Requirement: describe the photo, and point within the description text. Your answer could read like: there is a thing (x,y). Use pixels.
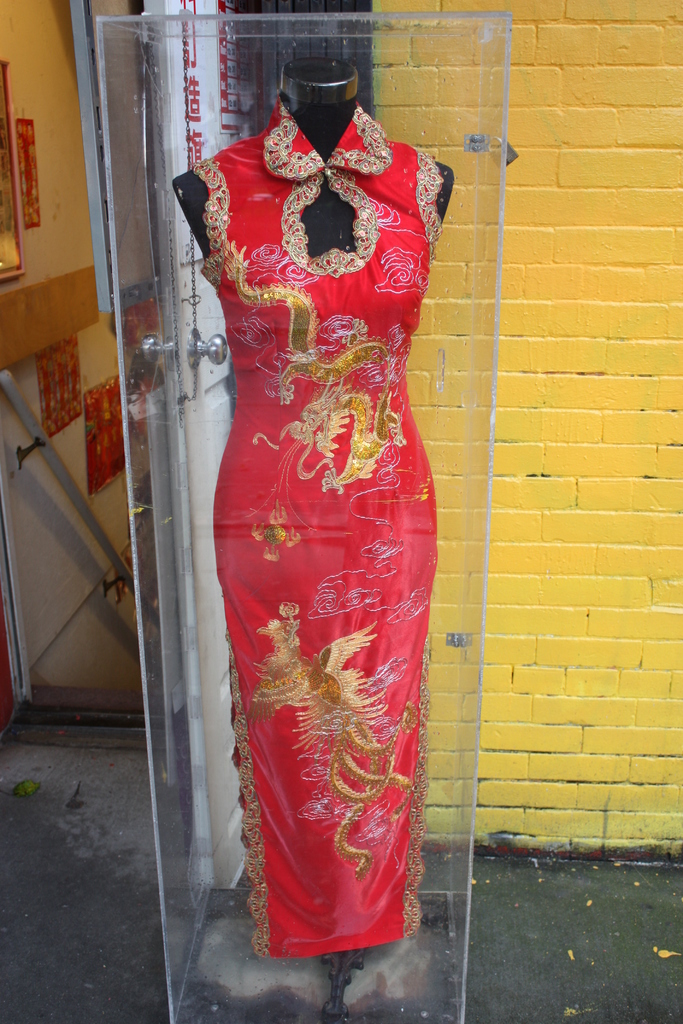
Here we can see a women dress (256,403) to a doll (235,542) and placed in a glass box (131,118) on a platform (65,763). In the background (510,659) there is a wall (21,499), pole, window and frames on the wall (6,448).
